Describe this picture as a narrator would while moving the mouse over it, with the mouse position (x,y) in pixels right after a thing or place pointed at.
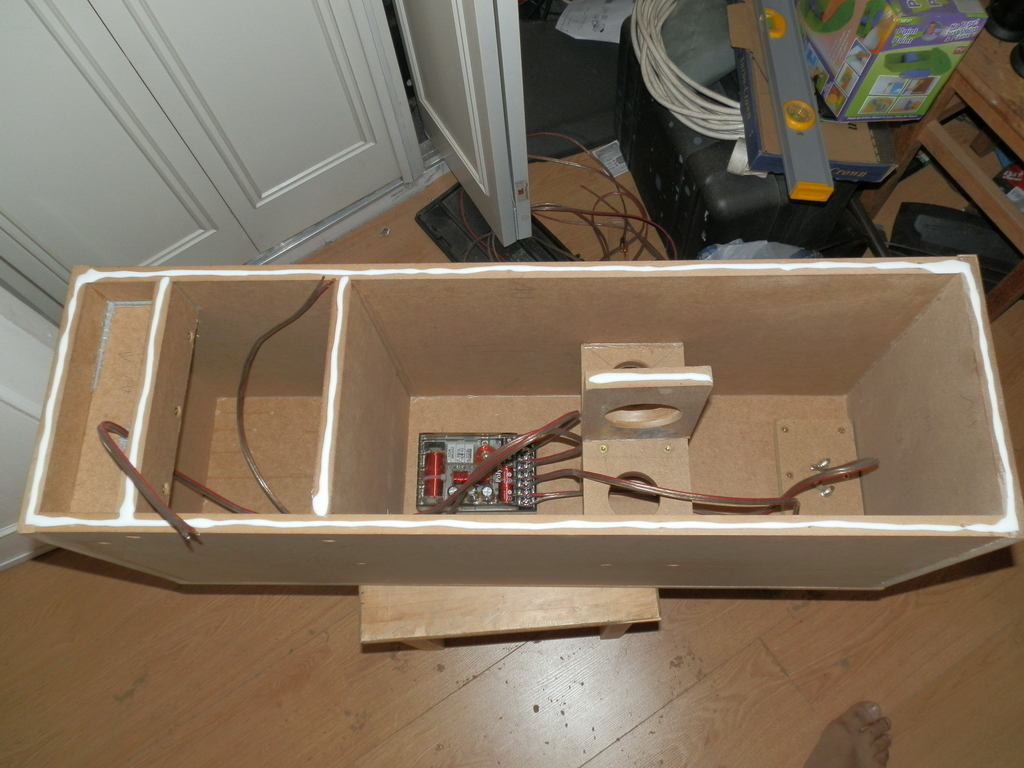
In this picture we can see a plywood box (480,555) in the front (551,537), there is a wire (643,491) and an integrated circuit (485,462) present in the box (562,376), on the right side (876,107) there are two boxes (883,88) and wires (673,101), we can see cupboards (345,118) at the top of the picture (272,90).
